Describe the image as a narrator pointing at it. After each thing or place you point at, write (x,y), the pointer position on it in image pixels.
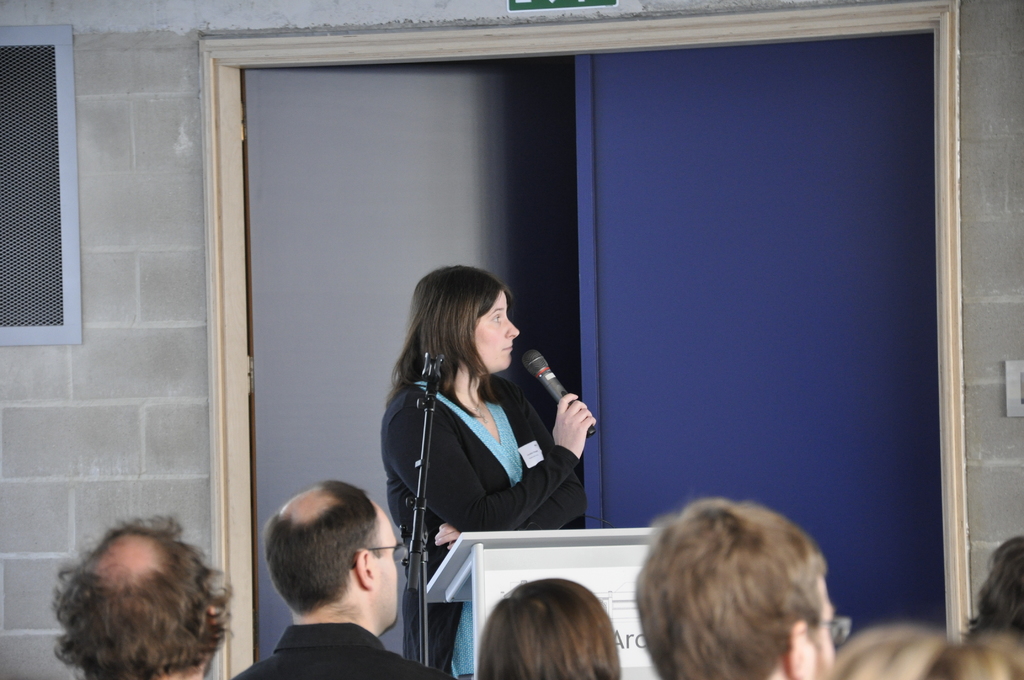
This picture consists of persons (798,605) at the bottom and I can see a woman (573,514) holding a mike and standing in front of mike (434,388) and before her I can see a podium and back side of her I can see a door (925,202) and the wall (158,191).
